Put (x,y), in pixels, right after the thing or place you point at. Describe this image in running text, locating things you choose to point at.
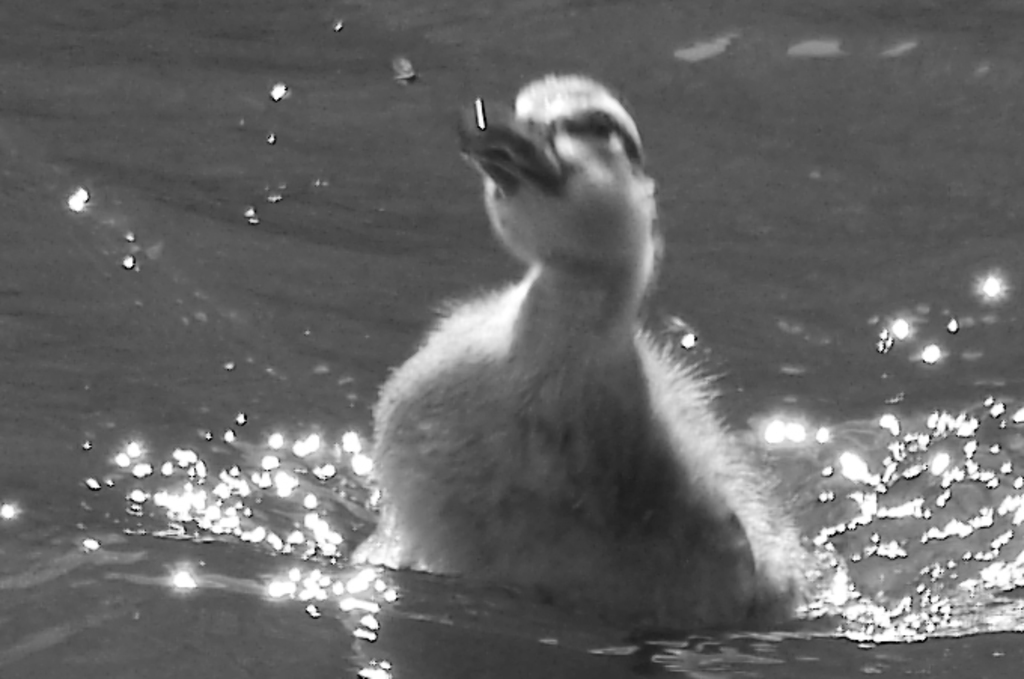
In this image there is a duck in the water (747,420) having ripples (168,437).
